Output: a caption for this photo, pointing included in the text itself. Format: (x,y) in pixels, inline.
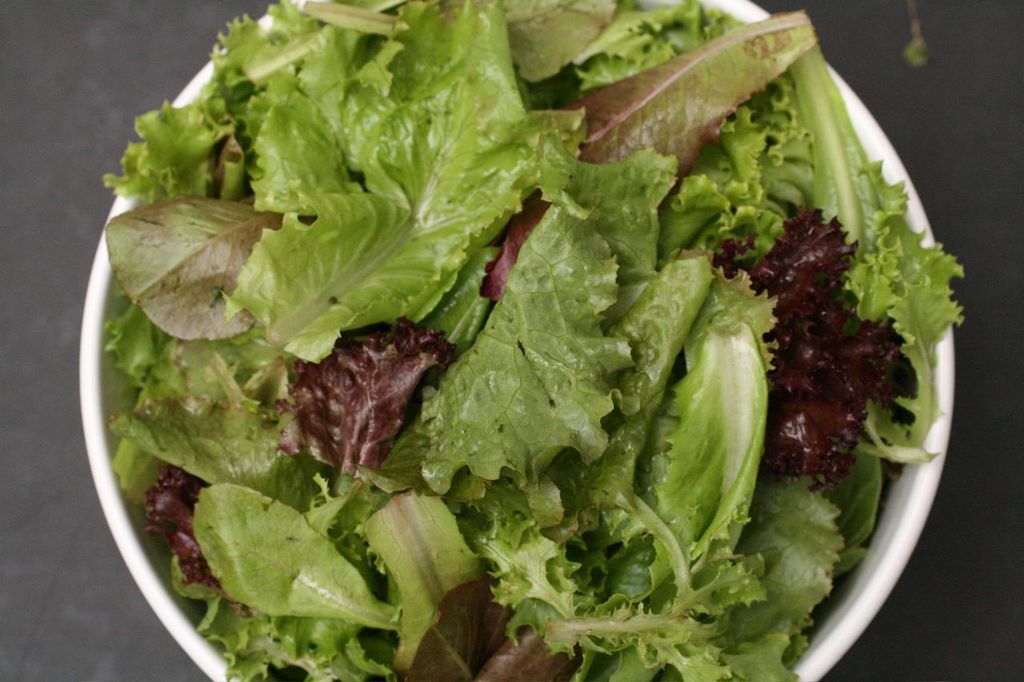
There are leaves (493,15) in a white color bowl (872,538). Which is on the floor (67,141). And the background (145,27) is gray in color.
